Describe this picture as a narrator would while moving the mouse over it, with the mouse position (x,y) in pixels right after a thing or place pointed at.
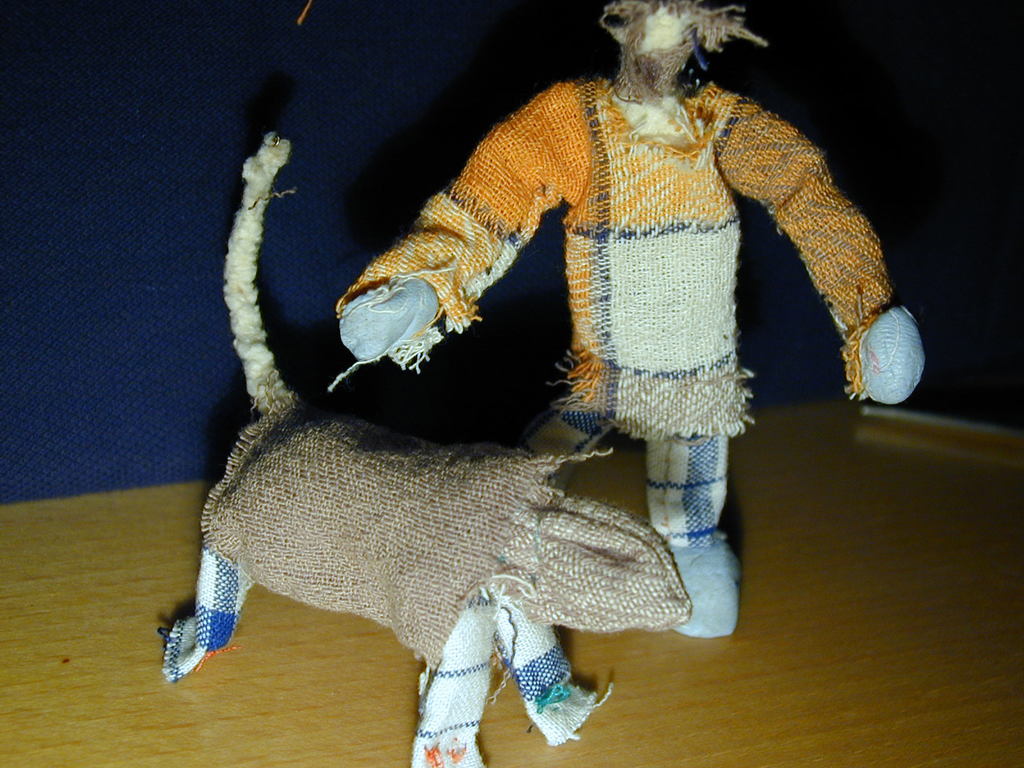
In this image there are two toys (531,440) made of cloth (427,573) on the floor (89,766).
